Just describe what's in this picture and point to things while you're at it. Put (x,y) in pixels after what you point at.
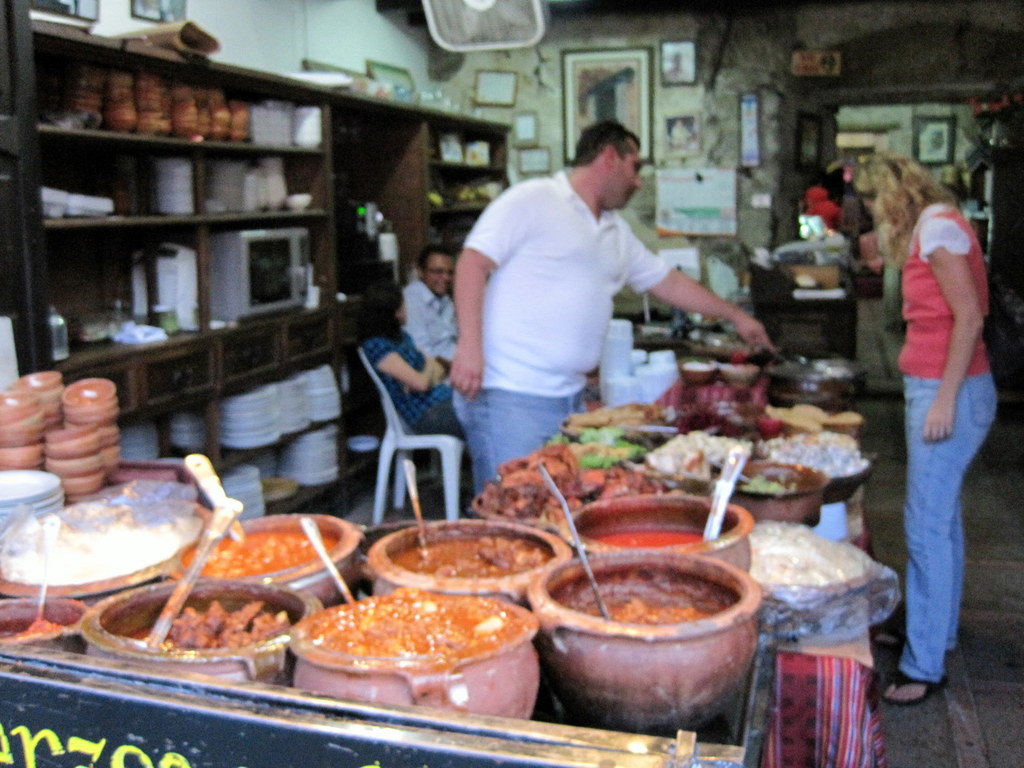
In this image I see tables (604,508) on which there are different food items (527,542) and I see few people (544,230) in which these 2 are sitting on chairs (398,429) and I see the shelves (37,81) over here on which there are white plates (285,403) and I see many more things (140,273) and I see the path (891,428) over here. In the background (562,17) I see the wall (755,53) on which there are photo frames (653,80) and I see a thing (698,202) over here.
